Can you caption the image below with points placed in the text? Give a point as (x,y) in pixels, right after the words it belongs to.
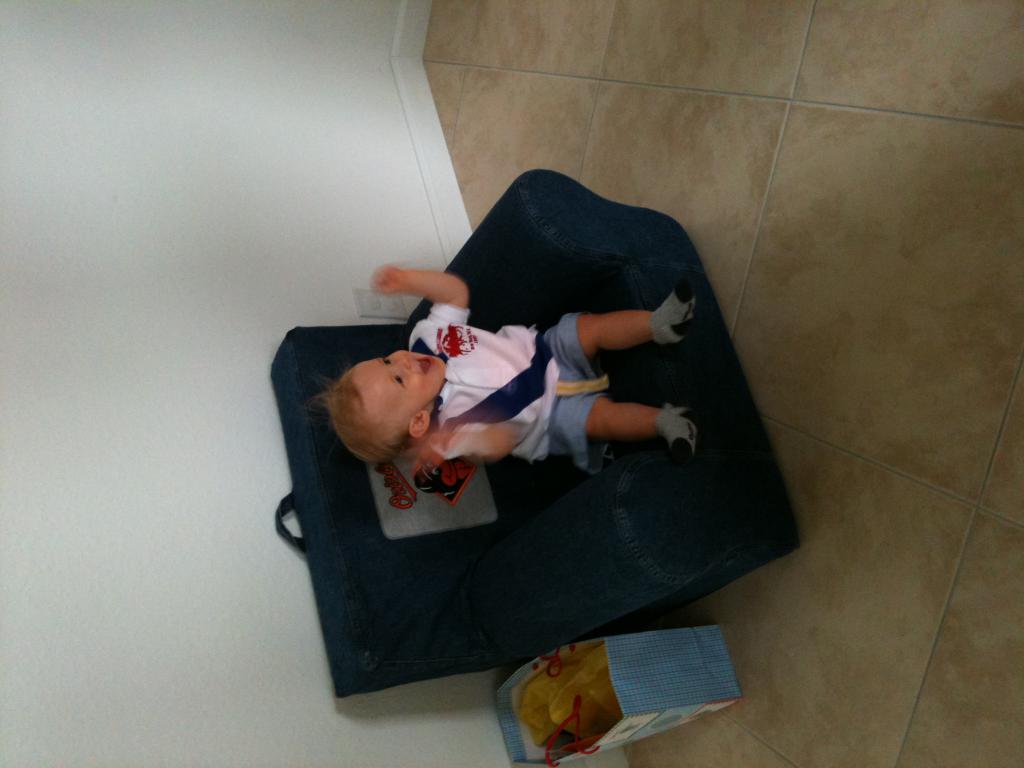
In the picture we can see a small baby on the chair (646,504) and beside the chair (675,586) we can see a bag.
